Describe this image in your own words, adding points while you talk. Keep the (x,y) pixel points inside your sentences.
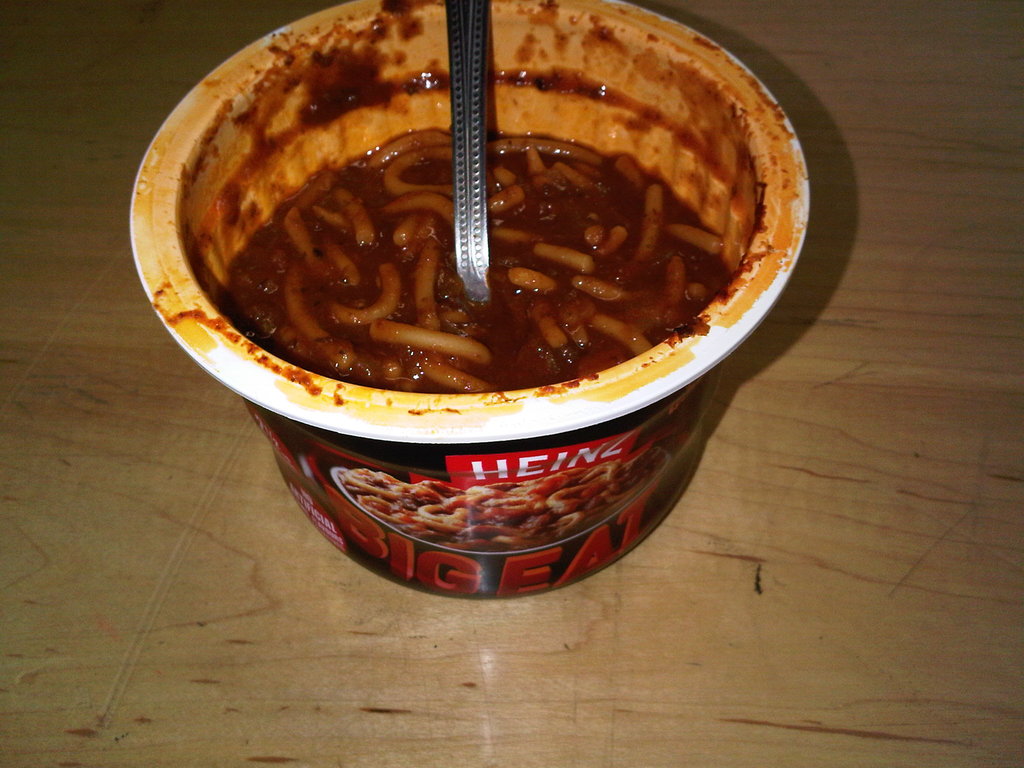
In this image there is a spoon (484,63) in the cup noodles (550,376) on the table (514,652).
